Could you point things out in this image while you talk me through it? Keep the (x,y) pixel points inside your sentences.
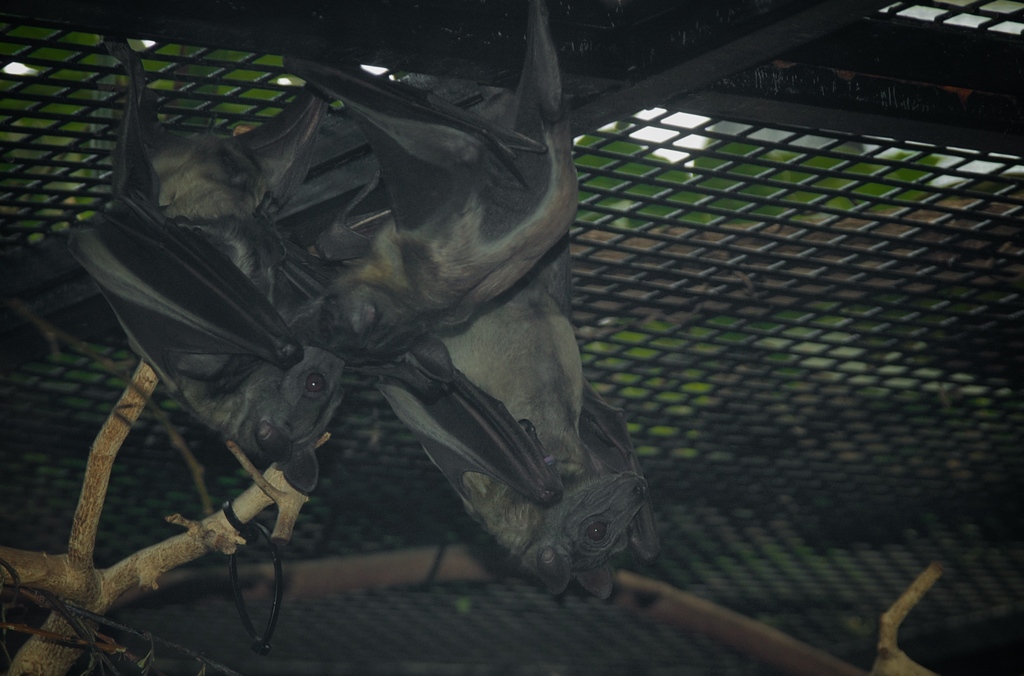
In this image I can see there few bats (520,81) visible attached to the fence (697,176), there is a wooden stem (98,516) visible in the bottom left (76,574).
